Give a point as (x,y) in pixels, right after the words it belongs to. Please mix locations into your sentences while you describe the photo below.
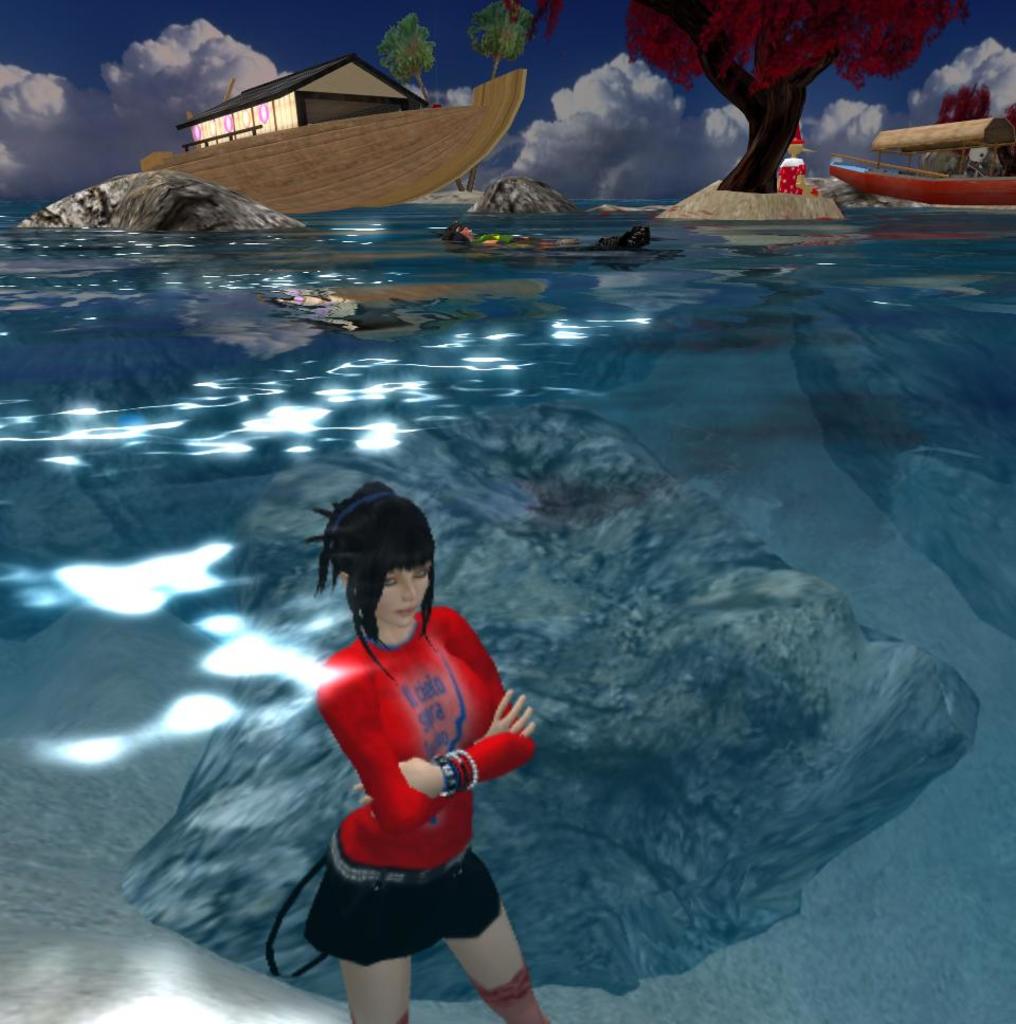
This picture consists of an animated image and I can see a woman (361,560) and boat (224,178), on the boat (484,104) I can see house (198,123) and trees (424,44) and the sky (657,101) and water (587,420) visible in this image.
